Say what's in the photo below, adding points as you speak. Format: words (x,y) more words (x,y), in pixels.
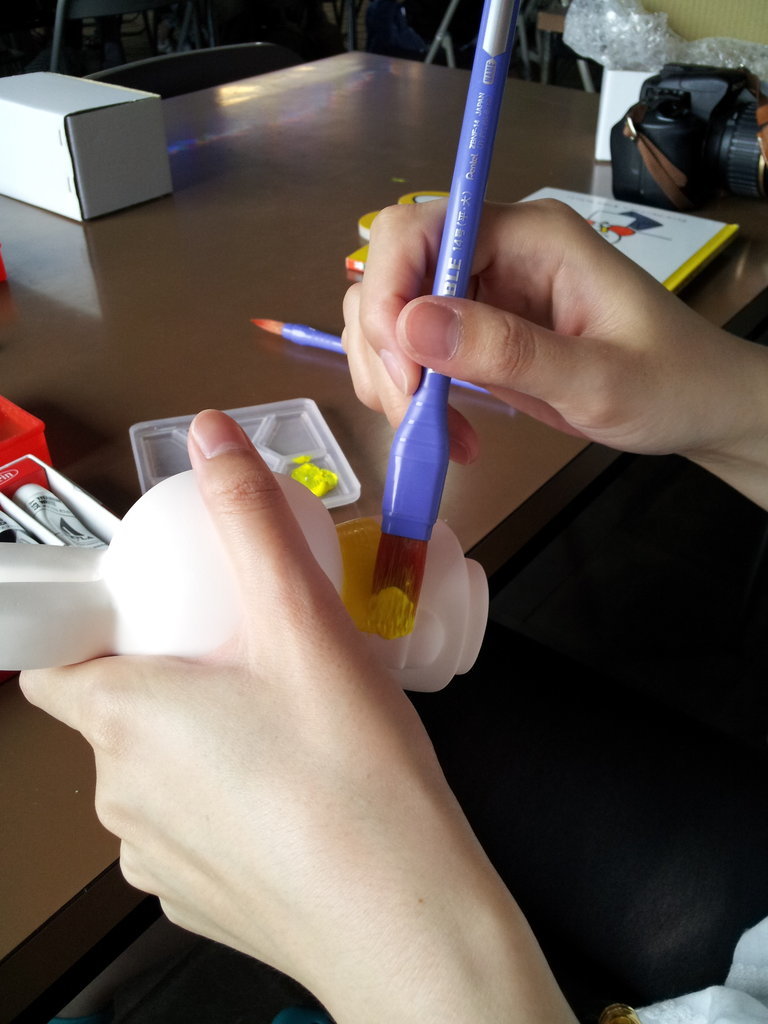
In this picture I can see there is a person (363,836) holding a white color object (168,562) and painting brush (390,553) and is painting the object (421,641). There is a table (163,359) in front of the person (362,394), there is another paint brush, camera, plate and there are little boxes (84,94), books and colors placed on the table (311,124).
